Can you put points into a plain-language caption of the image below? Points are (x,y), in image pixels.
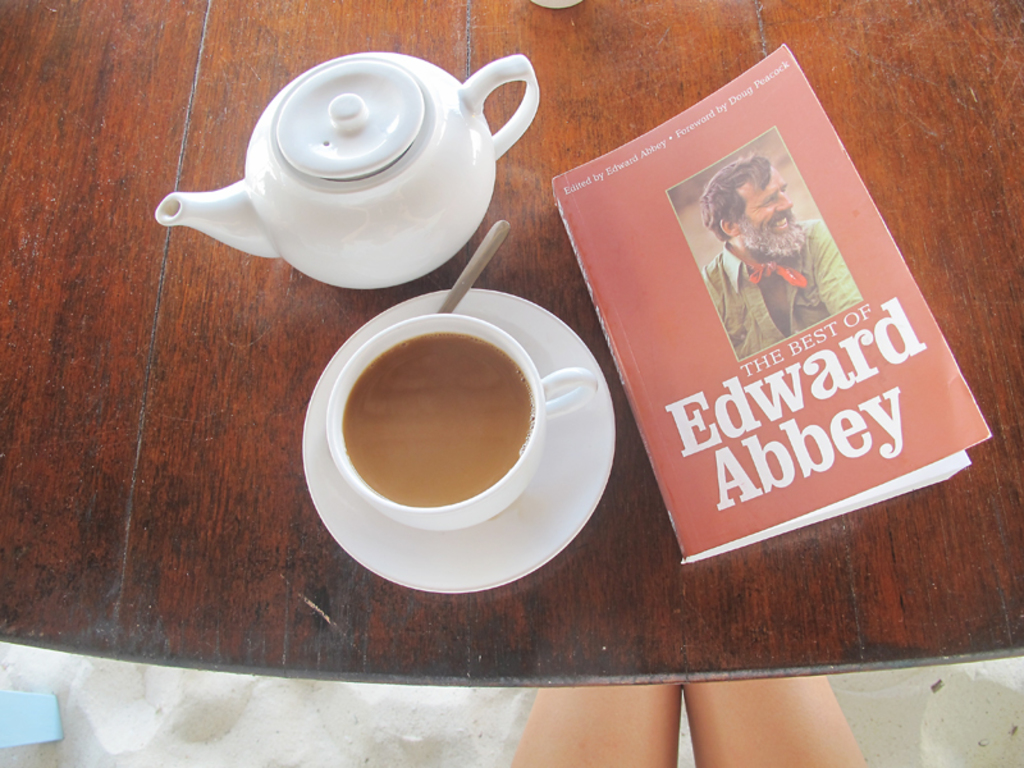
In this image there is a table (304,351) and we can see a book (735,358), teapot (471,234), a cup (405,446) containing teaspoon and a saucer (530,561) placed on the table (718,646). At the bottom (670,704) we can see a person's legs (712,710).
